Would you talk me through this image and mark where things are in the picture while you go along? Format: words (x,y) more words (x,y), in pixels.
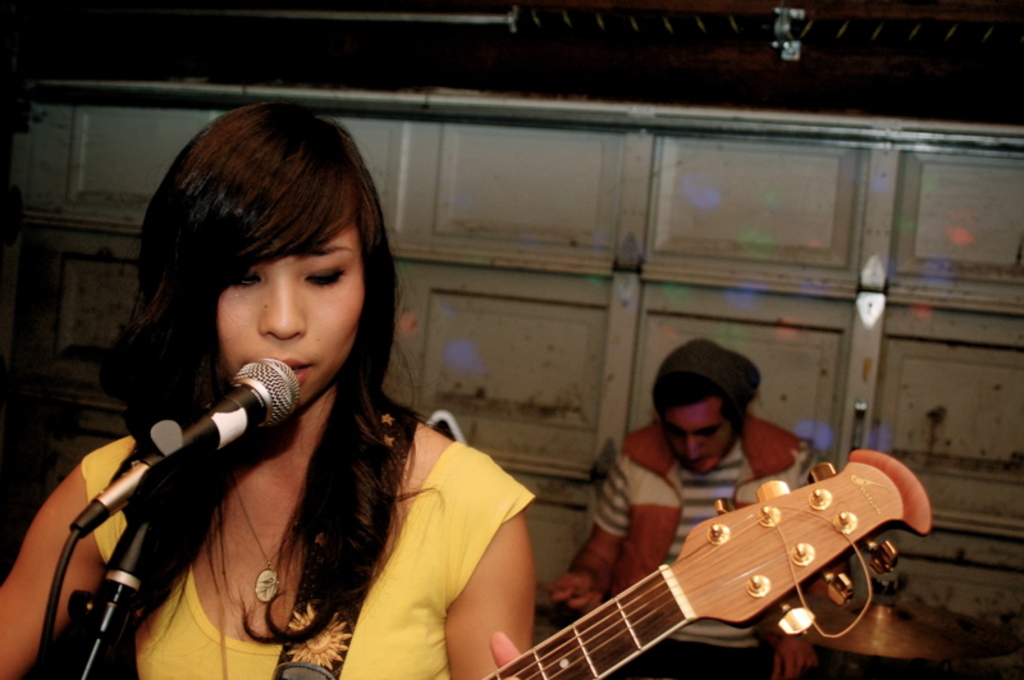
The picture is of a live performance. In the foreground (458,476) a woman (263,671) is playing guitar (697,586) and singing. On the right (770,460) in the background (652,478) a man (723,497) is seated. In the background (851,210) there is a wall (85,394). On the left (224,422) there is a microphone (249,413).
